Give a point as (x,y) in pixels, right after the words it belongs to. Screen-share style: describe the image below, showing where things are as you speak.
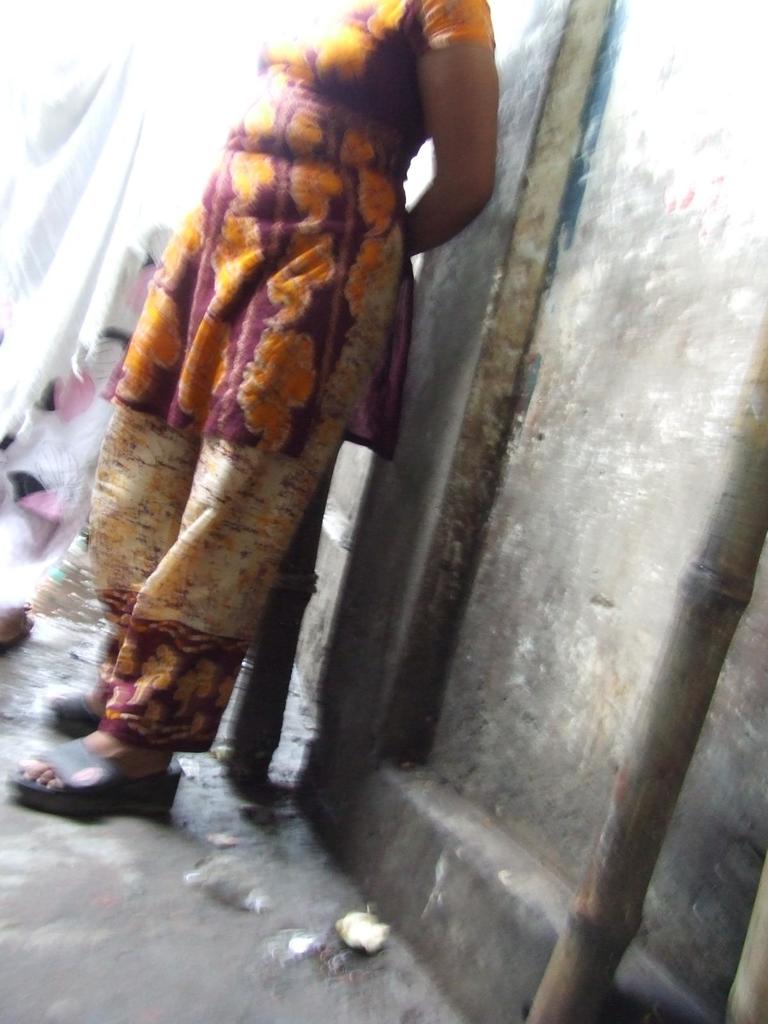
In the picture we can see a woman (180,484) standing near the wall (613,590) and she is wearing a dress (156,747) and footwear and to the wall (604,361) we can see a creamy dark in color and some bamboo stick (661,824) beside to the wall (733,406).
